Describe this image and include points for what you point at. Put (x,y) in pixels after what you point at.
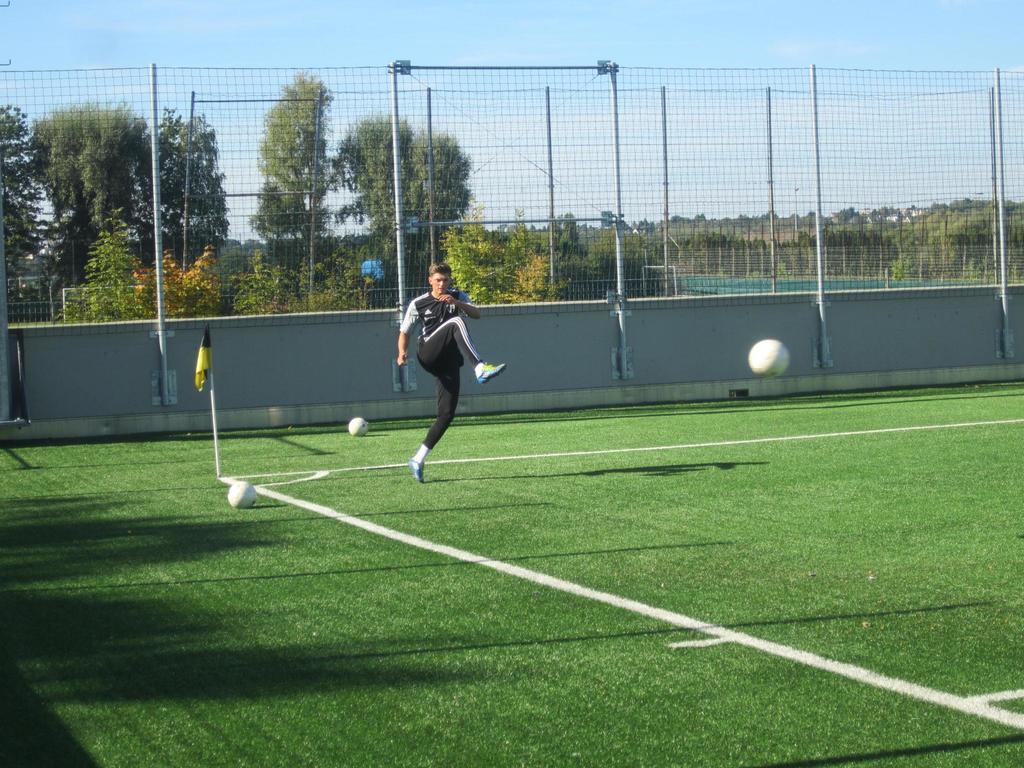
In the middle (528,470) I can see a person (413,473) on the ground (484,442) and three balls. In the background (145,252) I can see a fence (219,303), rods (157,257), trees (279,246) and the sky (321,35). This image is taken may be on the ground (641,416) during a sunny day.
